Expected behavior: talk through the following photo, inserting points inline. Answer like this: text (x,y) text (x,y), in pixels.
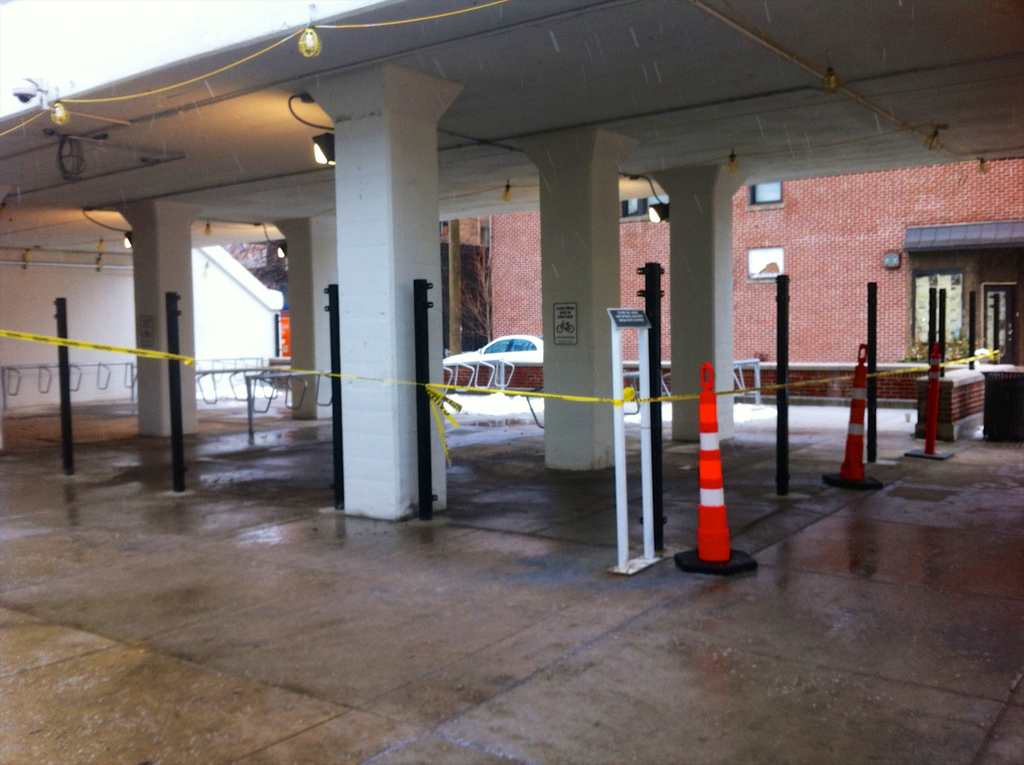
In the image we can see a vehicle (490,359), road cone (702,482), pillars (388,228), light (325,143), building (814,220) and a floor (590,604). These are the poles (419,341).
